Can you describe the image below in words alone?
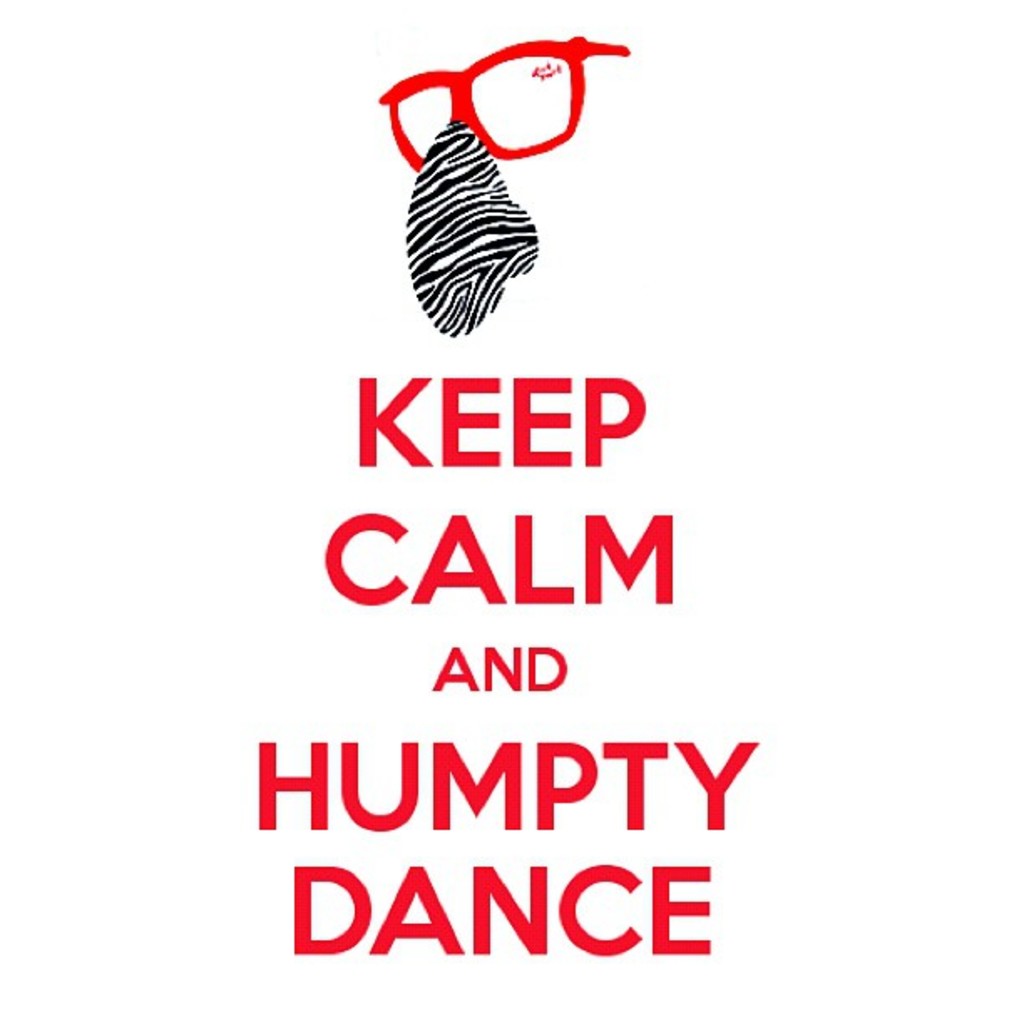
In this image, we can see ̈KEEP CALM AND HUMPTY DANCE ̈ text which is in red color.
